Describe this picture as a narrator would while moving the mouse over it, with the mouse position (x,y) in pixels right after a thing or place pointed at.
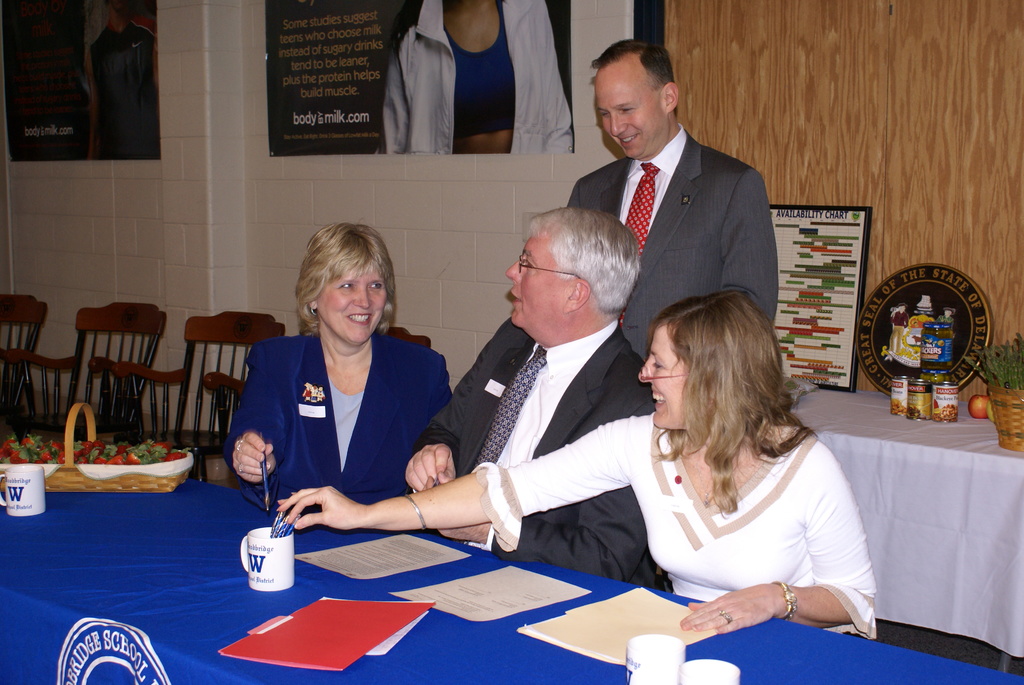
In this image I can see a group of people (614,364) among them there are sitting in front of a table (440,616) and one man (668,174) is standing on the floor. I can also see there are few chairs (155,369) and tables (607,665). On the table (324,596) I can see there are few papers (488,594), cups (272,576) and other objects (360,624) on it. In the background (225,135) I can see there is a white color wall (143,161) with two photos (451,58).
